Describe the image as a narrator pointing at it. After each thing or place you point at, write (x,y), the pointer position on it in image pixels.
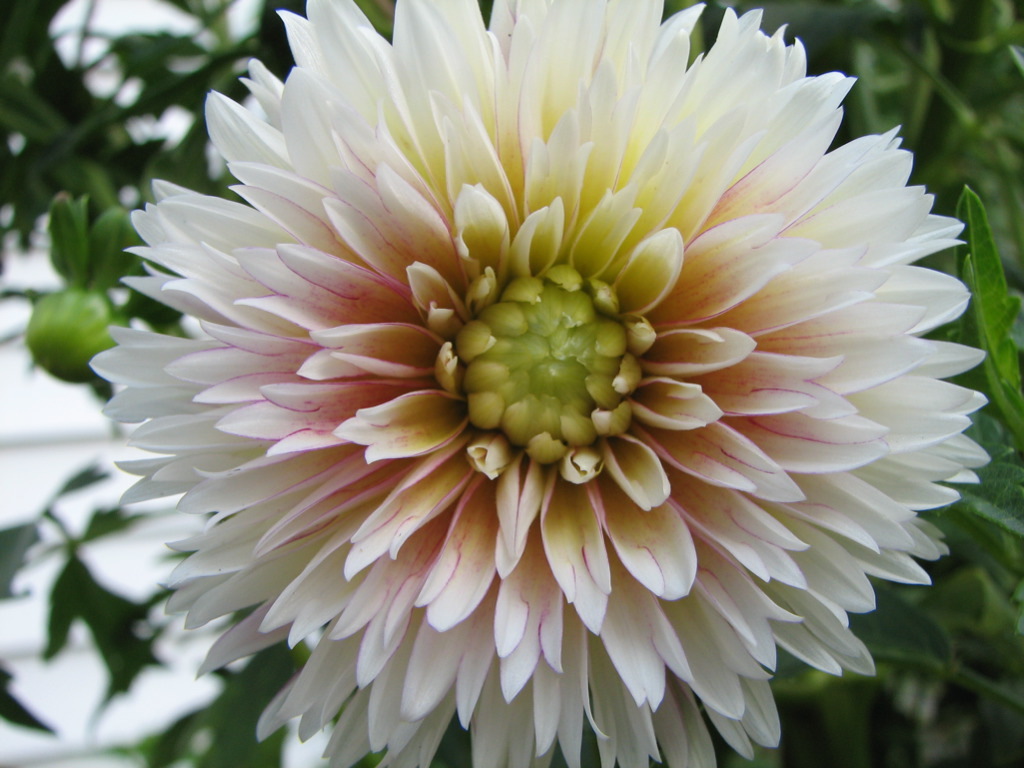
This picture contains flower (626,257) which is in white and pink color. In the background (920,641), we see the plant (103,184) or a tree (117,94). In the background (201,745), it is blurred.
